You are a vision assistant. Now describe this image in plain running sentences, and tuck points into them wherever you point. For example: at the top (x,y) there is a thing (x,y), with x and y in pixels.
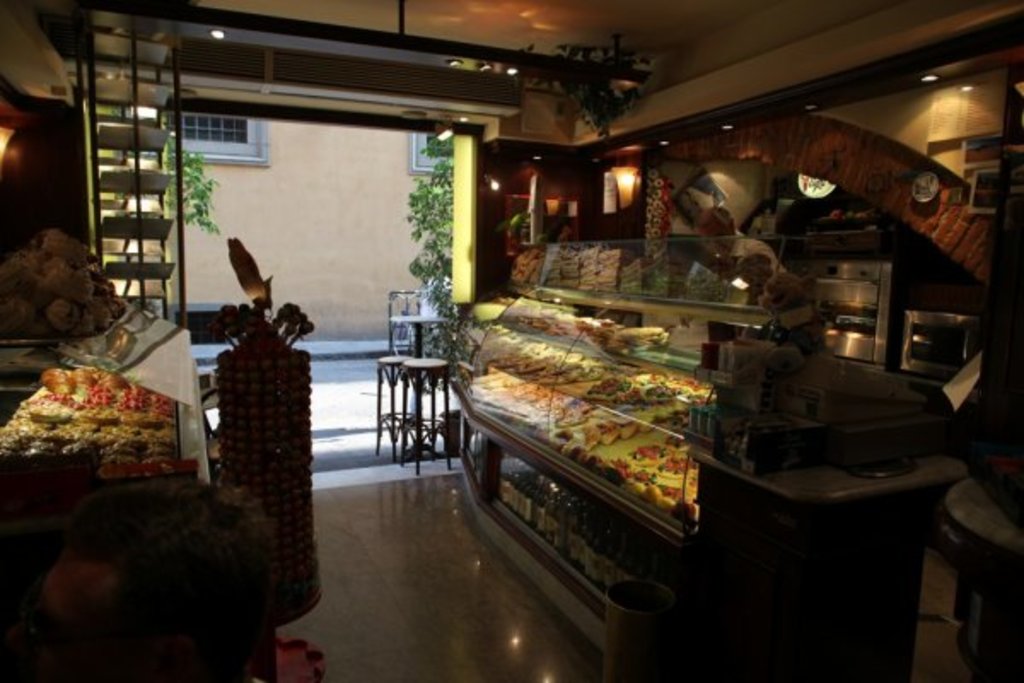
In this image we can see a store (240,102). In the store (255,107) there are cakes (162,399) placed in the stands (153,323) and confectionery (652,388) placed in the shelves (724,302). There is a man (786,271) standing on the floor (415,605).
